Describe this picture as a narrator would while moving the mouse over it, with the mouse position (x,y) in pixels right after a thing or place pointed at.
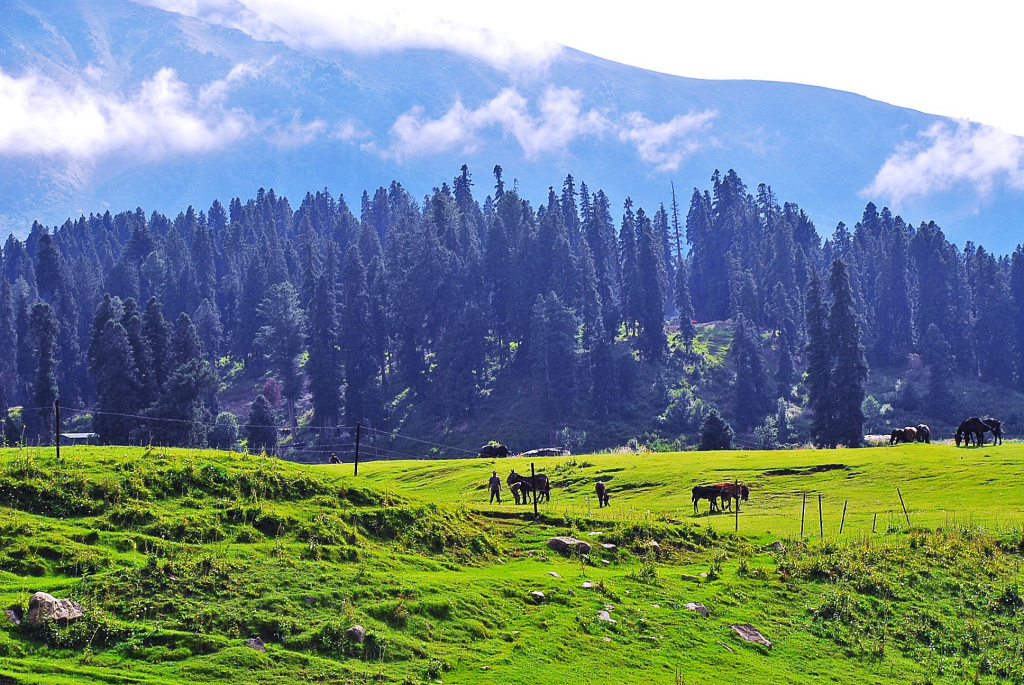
In this image I can see few animals (928,432) standing on the ground (655,505). To the side of these animals (600,483) I can see people (516,495). And I can also see the railing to the side. In the back (387,295) there are many trees (412,264), clouds (18,109) and the white sky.
